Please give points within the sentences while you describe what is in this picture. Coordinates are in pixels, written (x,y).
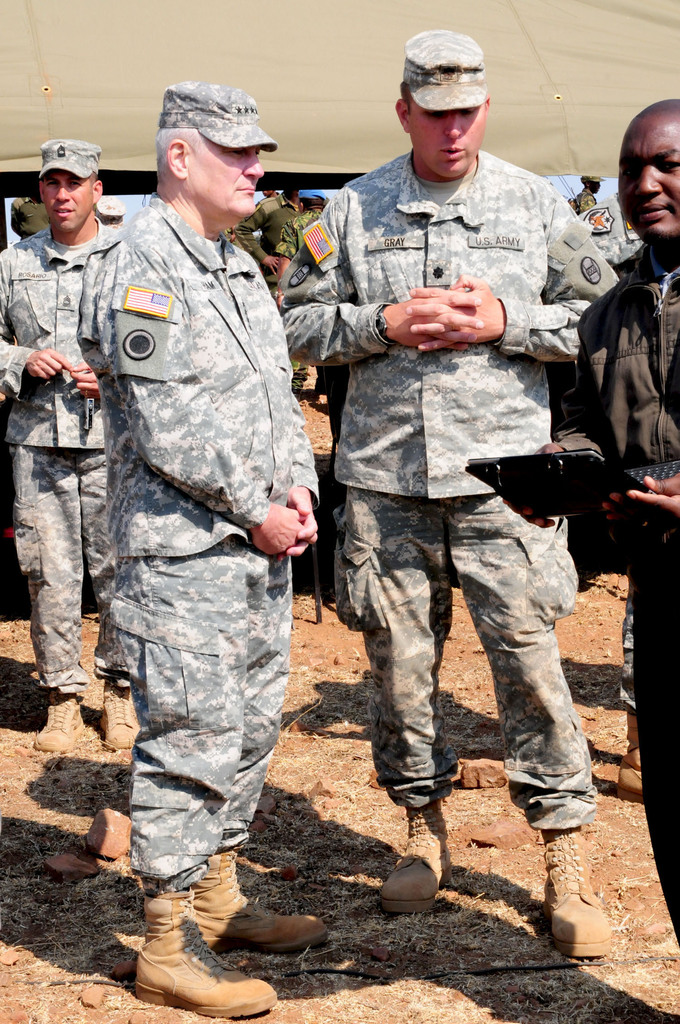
In this image I can see number of people (66,220) are standing and I can see most of them are wearing uniforms (393,202), shoes (636,764) and caps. On the right side of this image (601,420) I can see one of them is wearing a jacket (606,443) and I can see he is holding a laptop (578,458). On the top side of this image (585,11) I can see a cloth (38,25).
